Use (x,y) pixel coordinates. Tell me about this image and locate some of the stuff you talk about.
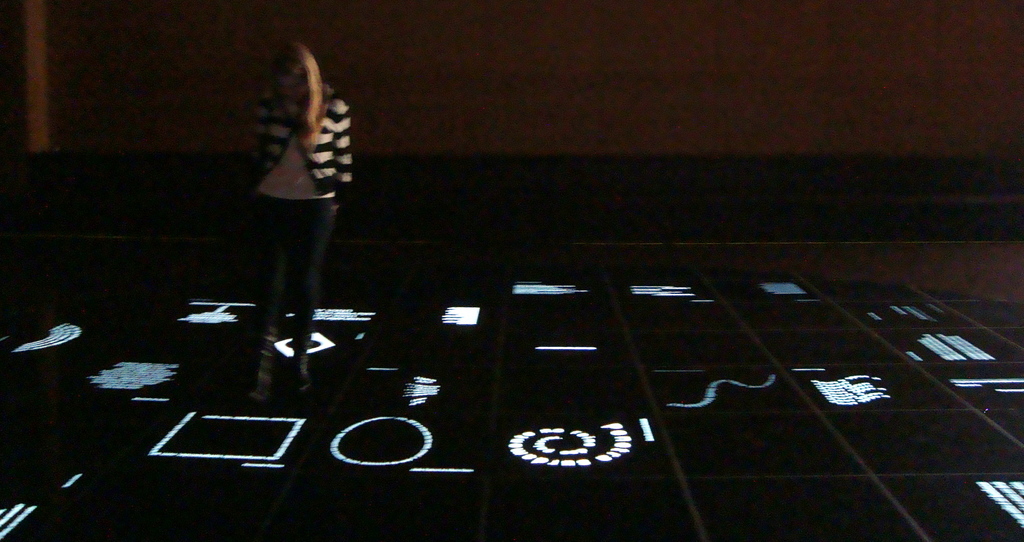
On the left side of the image (266,140) a lady (288,218) is standing. In the background of the image (485,123) wall (556,122) is there. At the bottom of the image (611,444) floor (561,429) is there.
